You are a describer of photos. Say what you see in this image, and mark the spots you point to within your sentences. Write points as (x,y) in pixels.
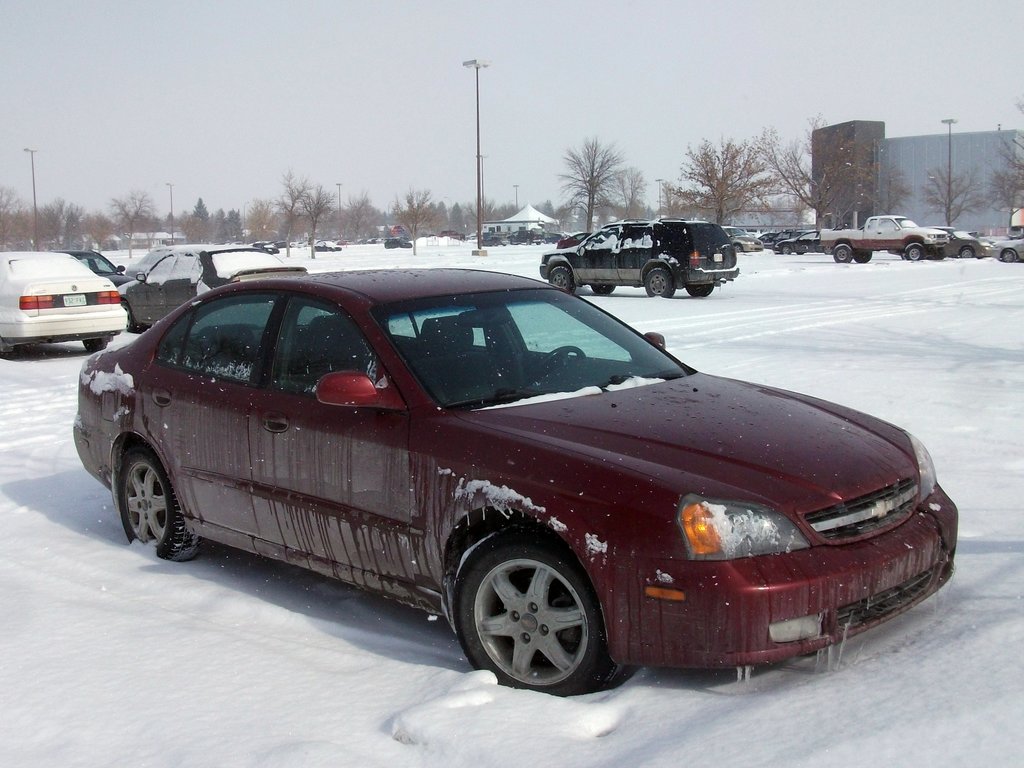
This picture is clicked outside. In the center (463,349) we can see the cars (601,336) and the vehicles (981,249) are parked on the ground (499,257), the ground (745,263) is covered with the snow (187,631). In the background (365,114) we can see the sky (311,114), trees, lamp posts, tent (516,216), houses (134,238) and some other objects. On the right (954,162) there is a building (854,178).
